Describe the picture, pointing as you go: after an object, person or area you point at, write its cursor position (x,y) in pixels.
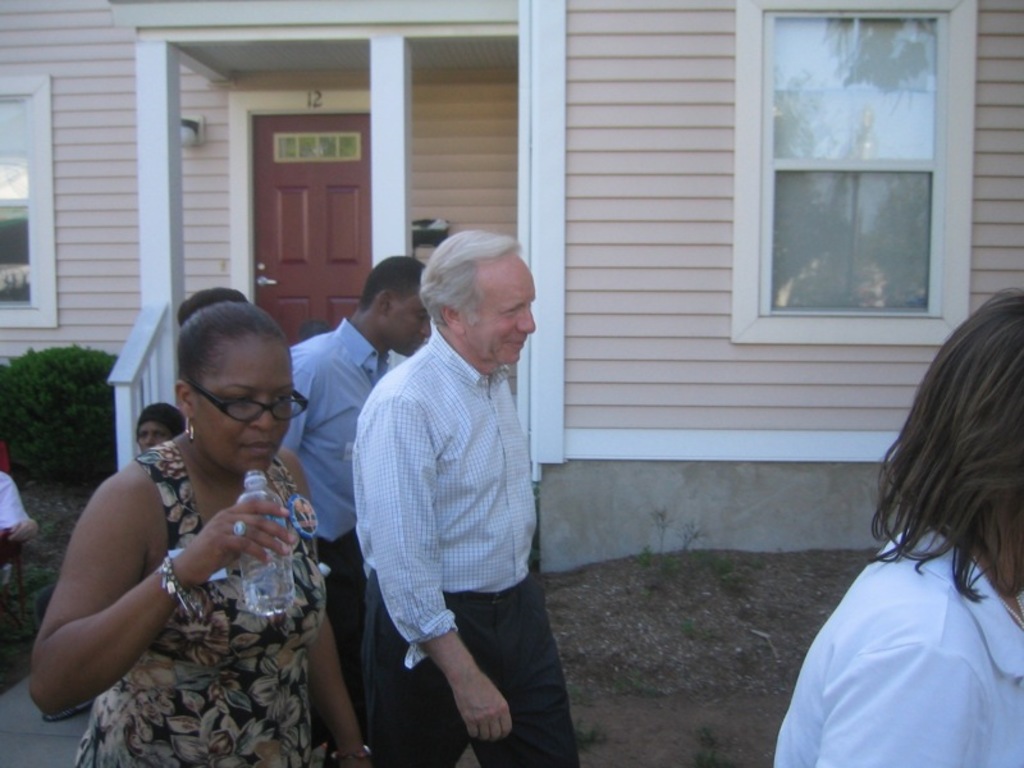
In this image in the middle (458,443), there is a man (458,443), he wears a shirt (466,514), trouser (515,712), he is walking, behind him there is a man (328,386), he wears a shirt (323,395), trouser (358,627). On the left (285,430) there is a woman (208,624), she wears a dress (205,666), she is holding a bottle (277,577). On the right (924,579) there is a person (923,677). In the background (573,425) there are some people (147,429), plants (68,417), house (140,195), windows (8,158), glass (852,217), door (328,311) and wall (602,356).
